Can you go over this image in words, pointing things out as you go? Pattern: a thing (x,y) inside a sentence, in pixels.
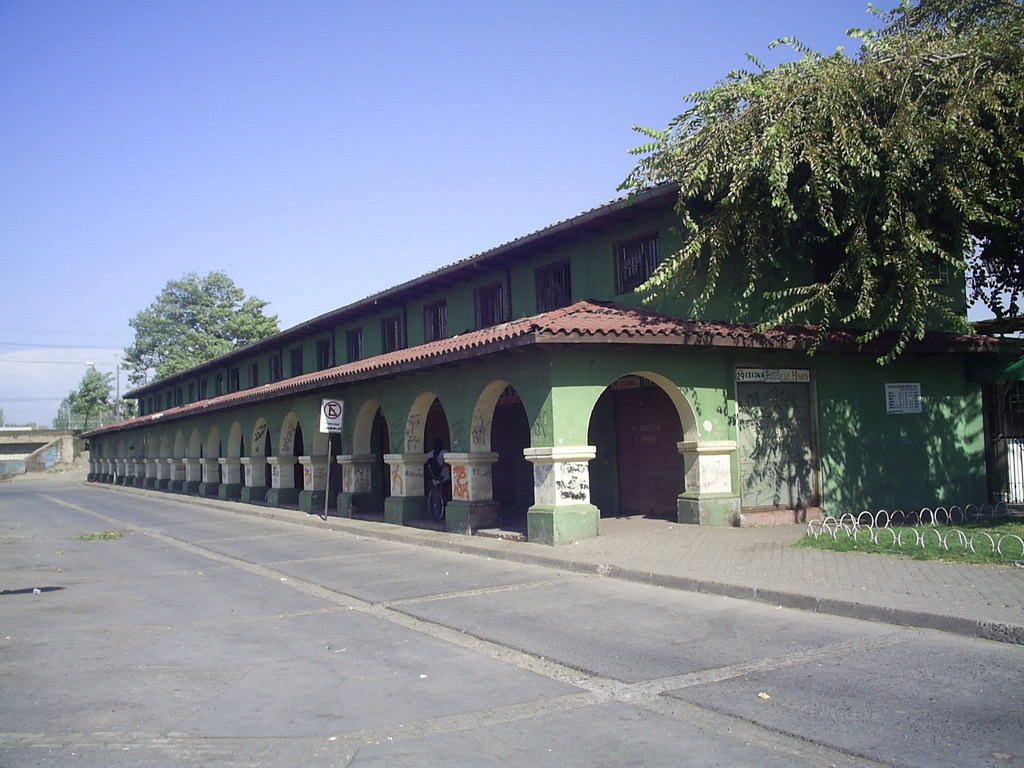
In this image there is a building (442,381) and trees (901,254), in front of the building (518,505) there is a road (314,622). In the background of the image (202,240) there is the sky (488,160).
